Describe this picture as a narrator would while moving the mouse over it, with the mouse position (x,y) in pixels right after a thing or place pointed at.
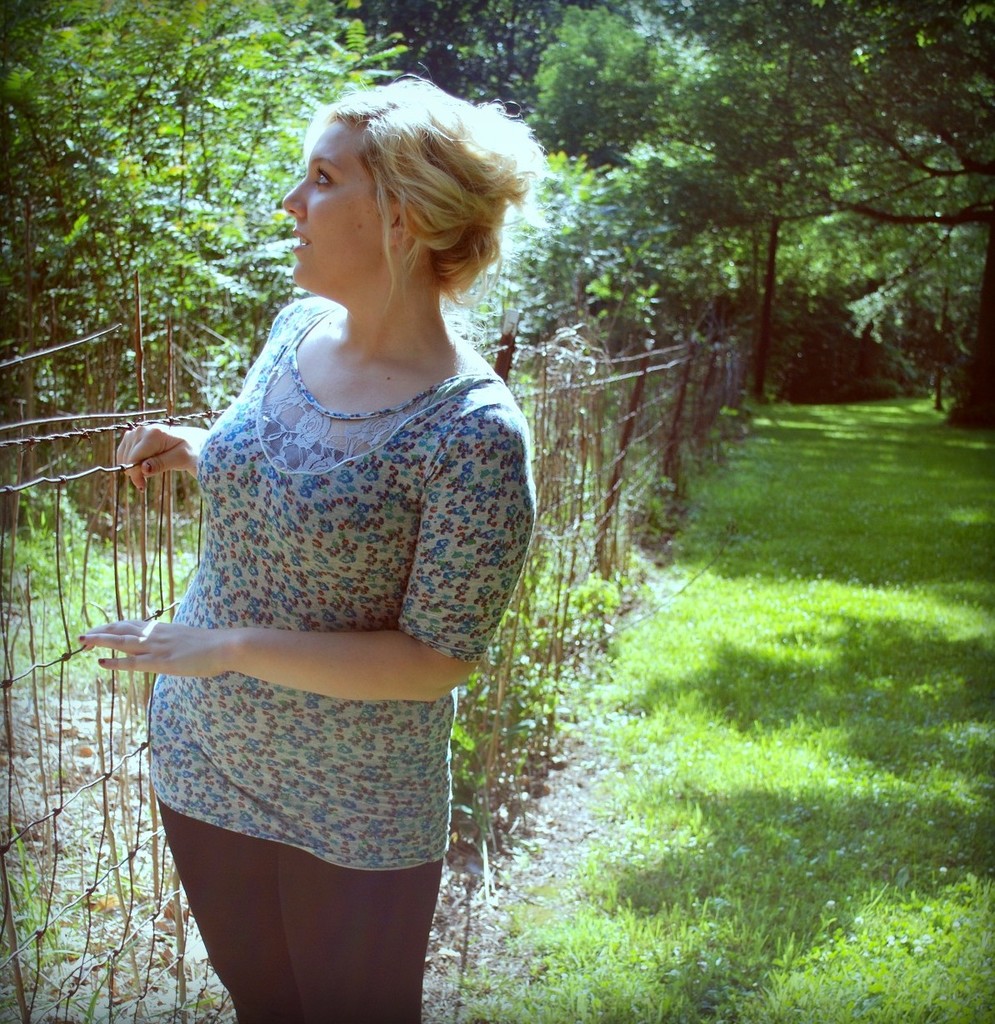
In this picture we can see a woman (427,878) and in the background (522,659) we can see a fence (522,678), grass (913,513), trees (984,414).
